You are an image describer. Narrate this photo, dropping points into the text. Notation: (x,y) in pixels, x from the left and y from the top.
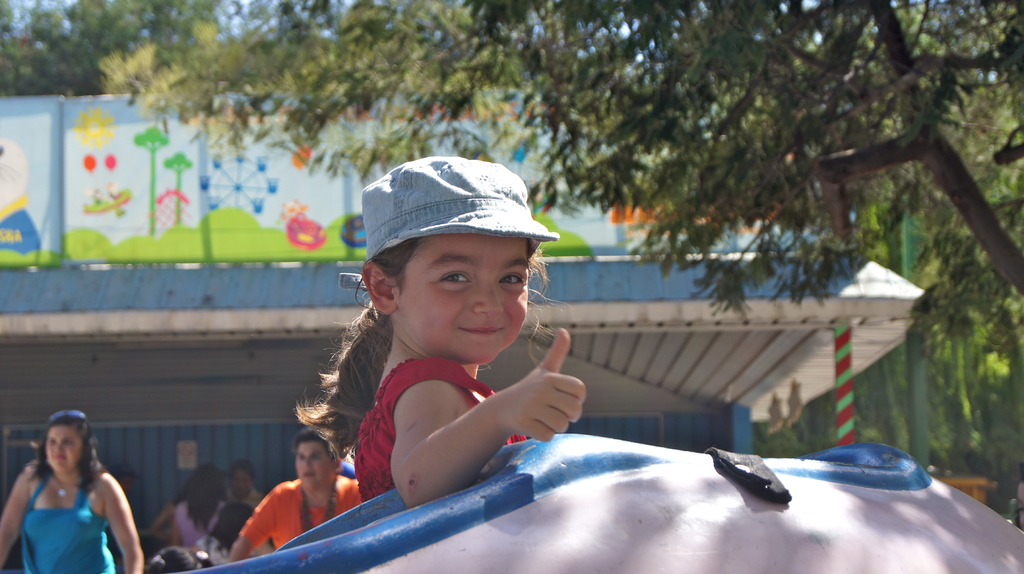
In the foreground of this image (457,366), there is a girl (461,261) wearing a cap (485,210) is showing thumbs (534,381) up. At the bottom (552,555), there is an object (538,550). In the background (240,489), there are few people (77,497), shelter (138,486) and the trees (810,132).
